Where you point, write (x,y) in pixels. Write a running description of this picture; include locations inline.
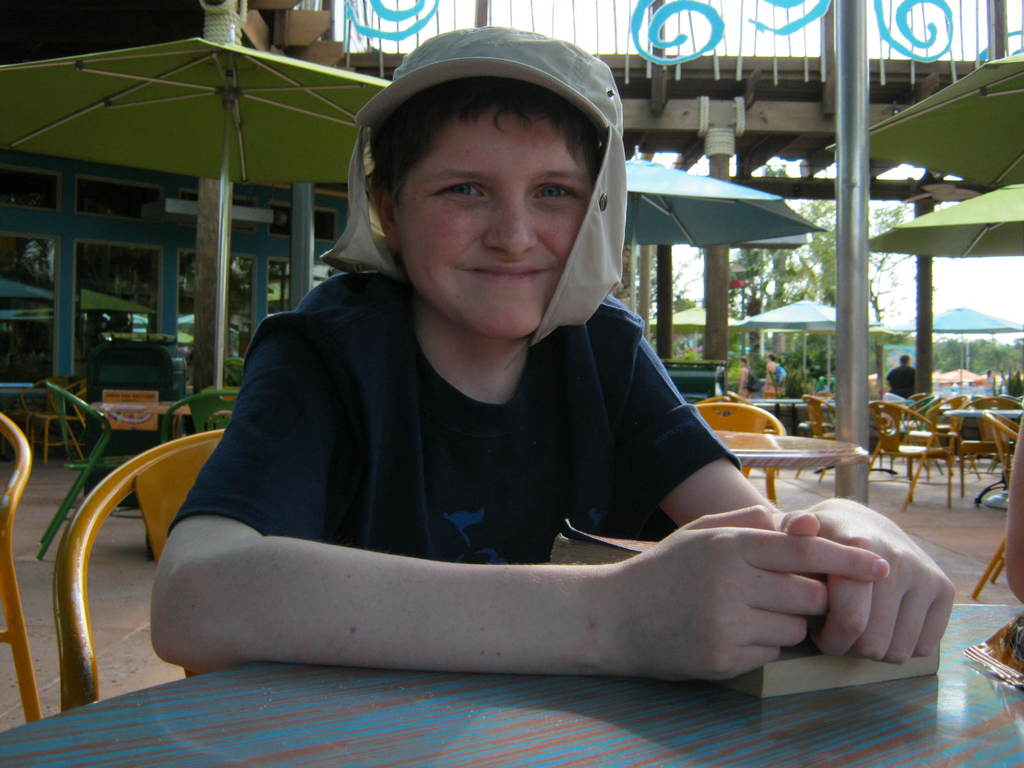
In this picture we can see a person (335,494) holding a book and sitting on the chair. We can see a packet (1012,671) on the table (202,735). There are many chairs (968,399) and tables (534,758). We can see many umbrellas (805,331) and few people (908,365) at the back (815,312). There is a building (171,281) and a glass (149,286). Few trees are visible in the background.
